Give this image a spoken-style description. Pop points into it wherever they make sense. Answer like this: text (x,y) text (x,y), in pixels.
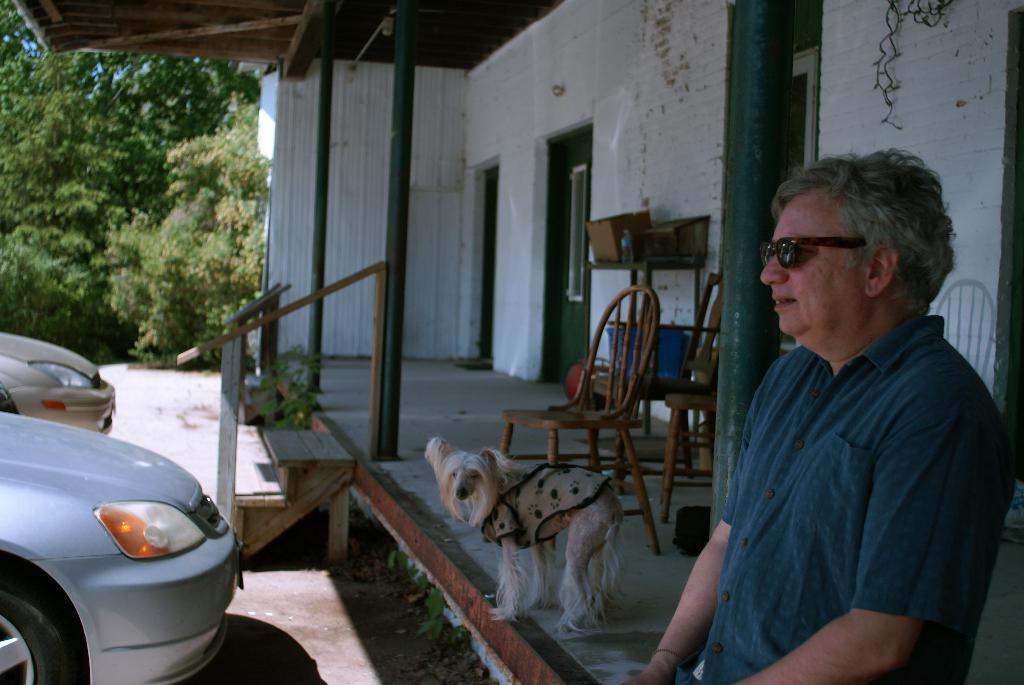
On the right (936,477) we can see one man (934,481) standing. On the left (33,518) there is a car (96,569), in the center we can see dog (568,559), table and chairs (539,416). In the background (423,134) there is a wall (525,109), roof (463,1) and trees (88,224).
